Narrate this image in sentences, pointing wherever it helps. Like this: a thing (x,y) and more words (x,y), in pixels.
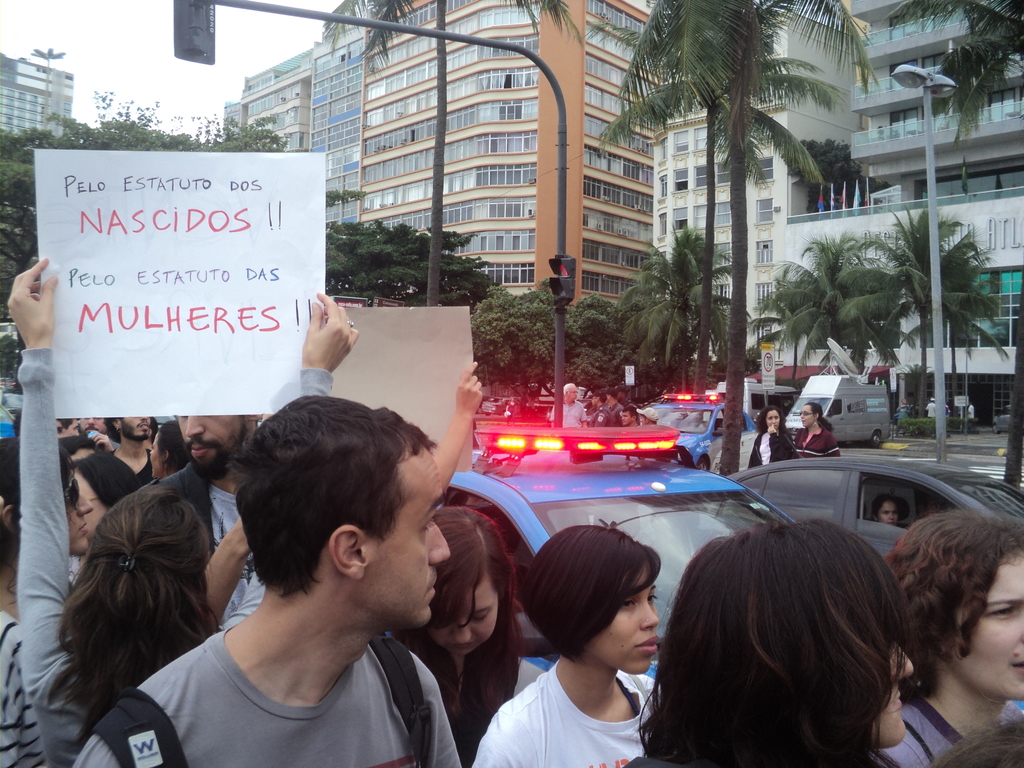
In this image in the front (263,476) there are persons (339,589) standing and there is a paper (188,279) with some text (175,321) written on it which is in the hand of a person (146,597). In the center (656,447) there are cars (655,429) and there are trees (712,339), there are poles (767,404) and there are persons (599,413). In the background (183,147) there are buildings (548,141) and trees (821,287).
